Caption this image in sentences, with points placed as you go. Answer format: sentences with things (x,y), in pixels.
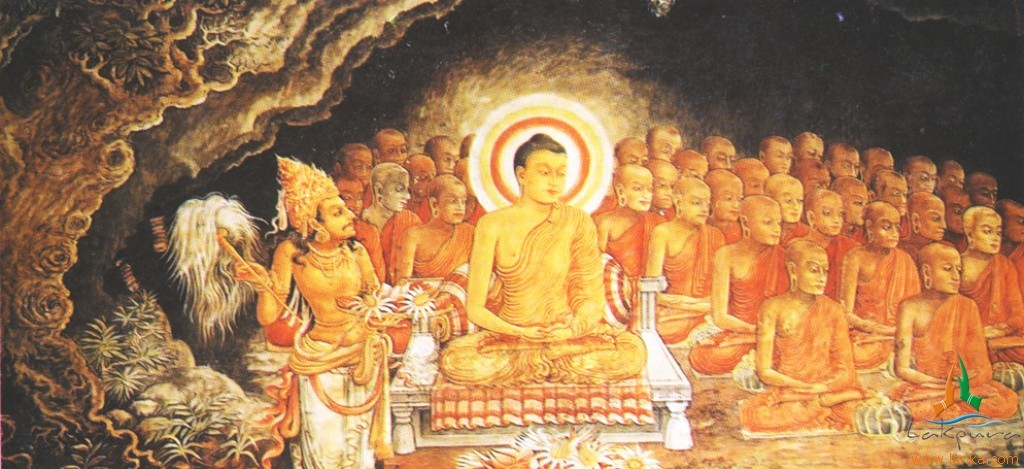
In this image, we can see depiction of persons (864,249) wearing clothes (376,238). There is a person (520,230) in the middle of the image (540,277) sitting on the bench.
